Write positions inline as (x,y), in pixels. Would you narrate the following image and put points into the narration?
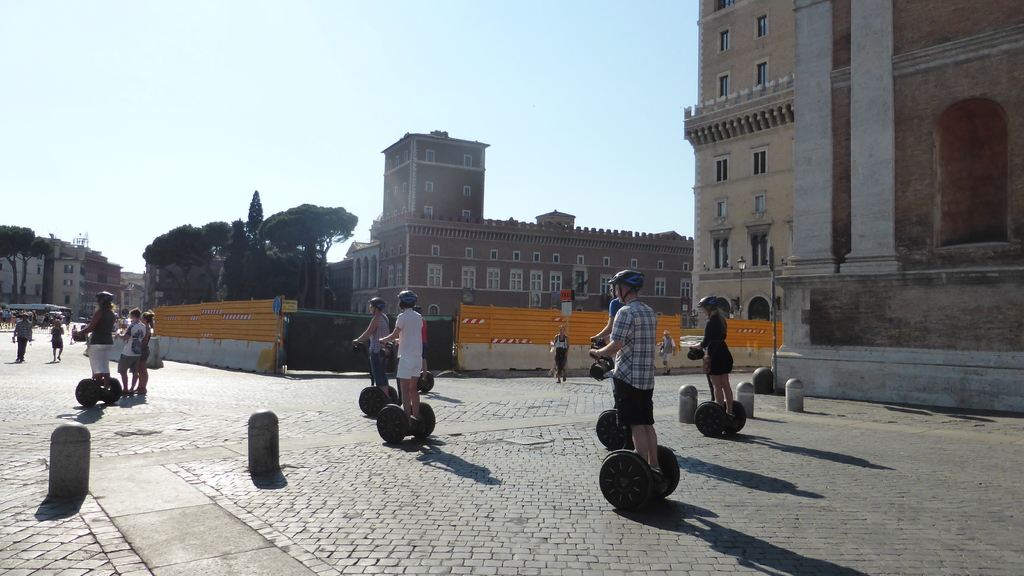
In this image, we can see people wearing helmets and standing on the segways (649,477). In the background (525,292), there are buildings (549,267), trees (283,263), poles (85,454) and we can see some boards (734,319) and lights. At the bottom (434,501), there is a road (489,489) and at the top, there is sky (410,105).
